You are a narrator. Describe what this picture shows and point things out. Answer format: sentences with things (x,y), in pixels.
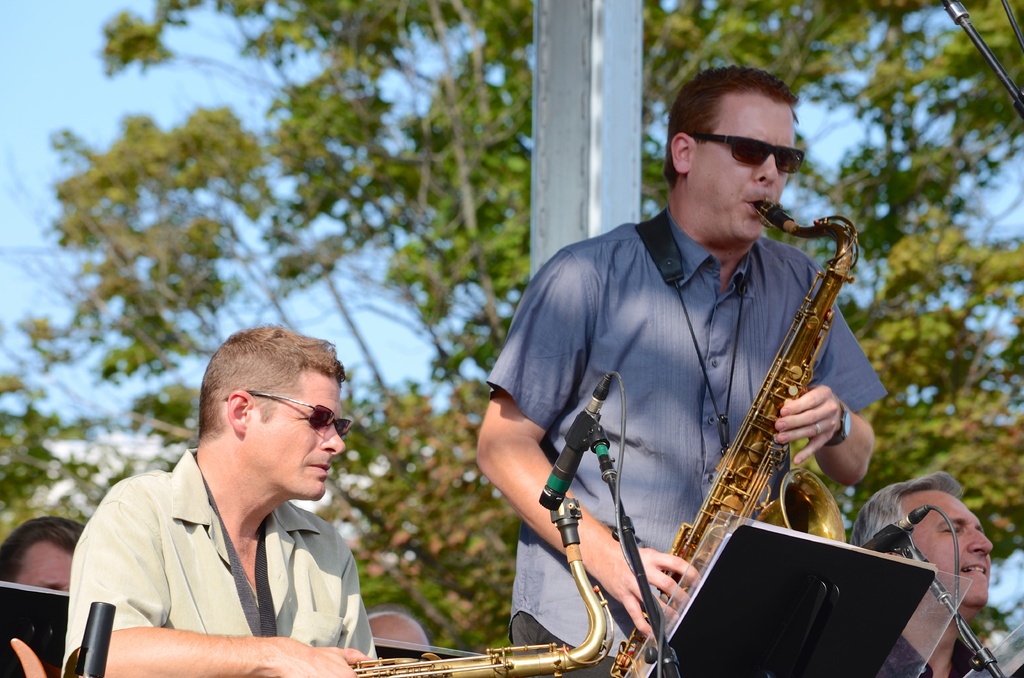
On the right side (707,385) a man (607,507) standing and playing a musical instrument (775,469). Beside this man (683,413) few persons (290,590) are sitting. In front of this man (652,360) there are two mic stands (579,420) and a black color object (715,575). In the background (477,235), I can see a pole (577,127) and trees (419,207). At the top (40,44) I can see the sky (40,60).
